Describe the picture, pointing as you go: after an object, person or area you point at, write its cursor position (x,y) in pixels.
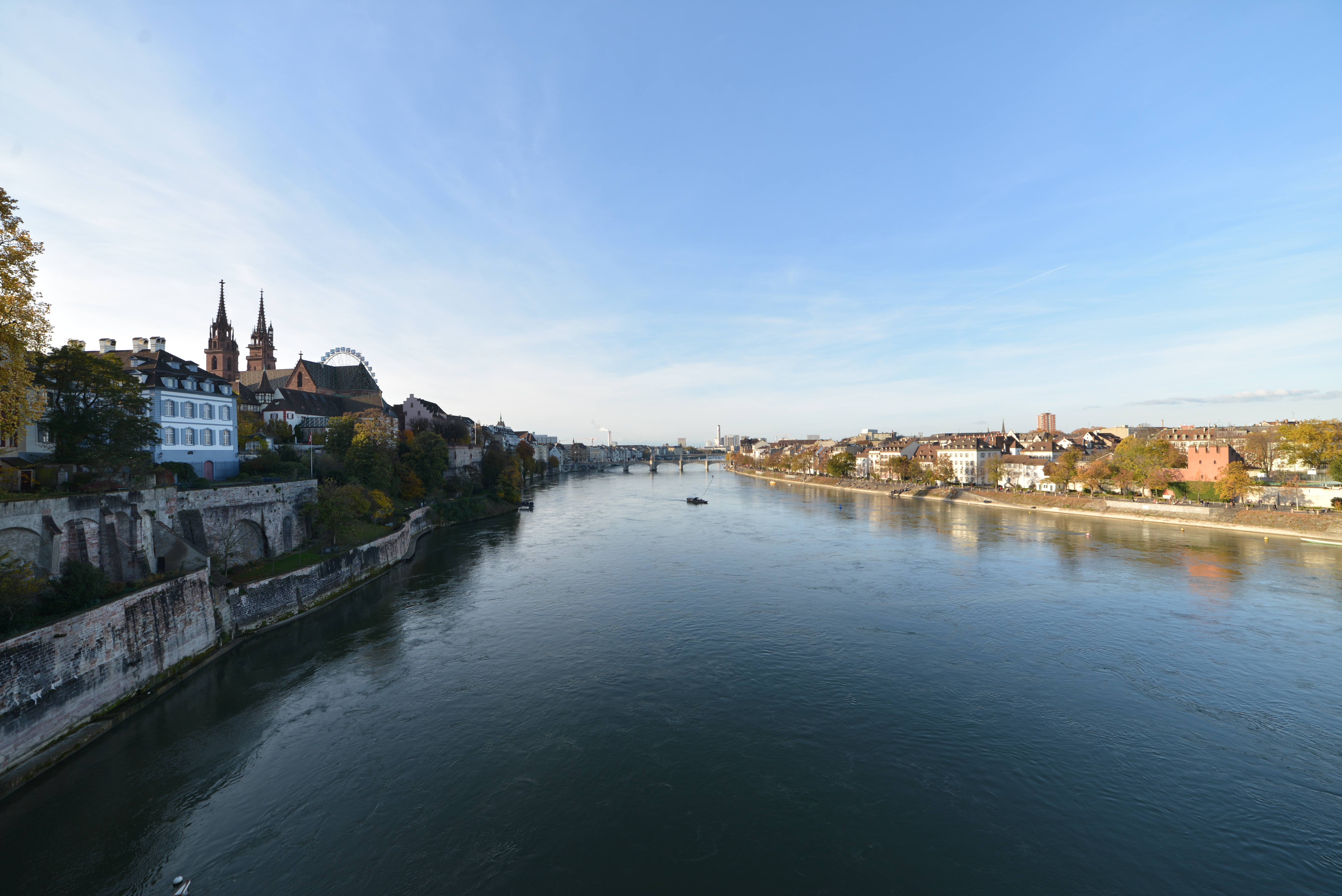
In this picture we can see water (863,663) at the bottom (863,663), on the right side (1191,477) and left side there are buildings (17,455), we can also see trees (373,439) on the left side (390,476), there is the sky (702,108) at the top of the picture (713,100).
